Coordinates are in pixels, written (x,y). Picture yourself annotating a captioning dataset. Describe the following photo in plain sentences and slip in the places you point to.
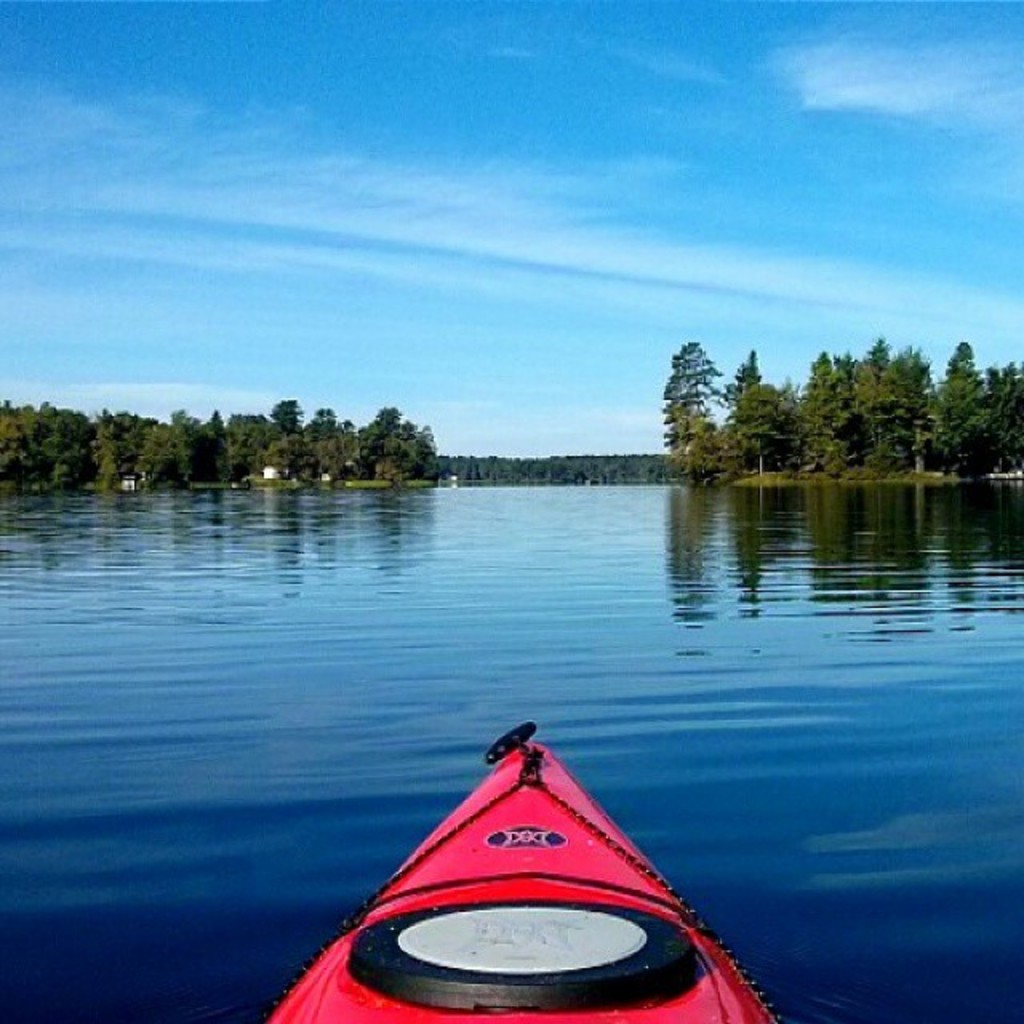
In this picture I can see a kayak (519,865) on the water surface (383,654), around there are some trees (810,424).
